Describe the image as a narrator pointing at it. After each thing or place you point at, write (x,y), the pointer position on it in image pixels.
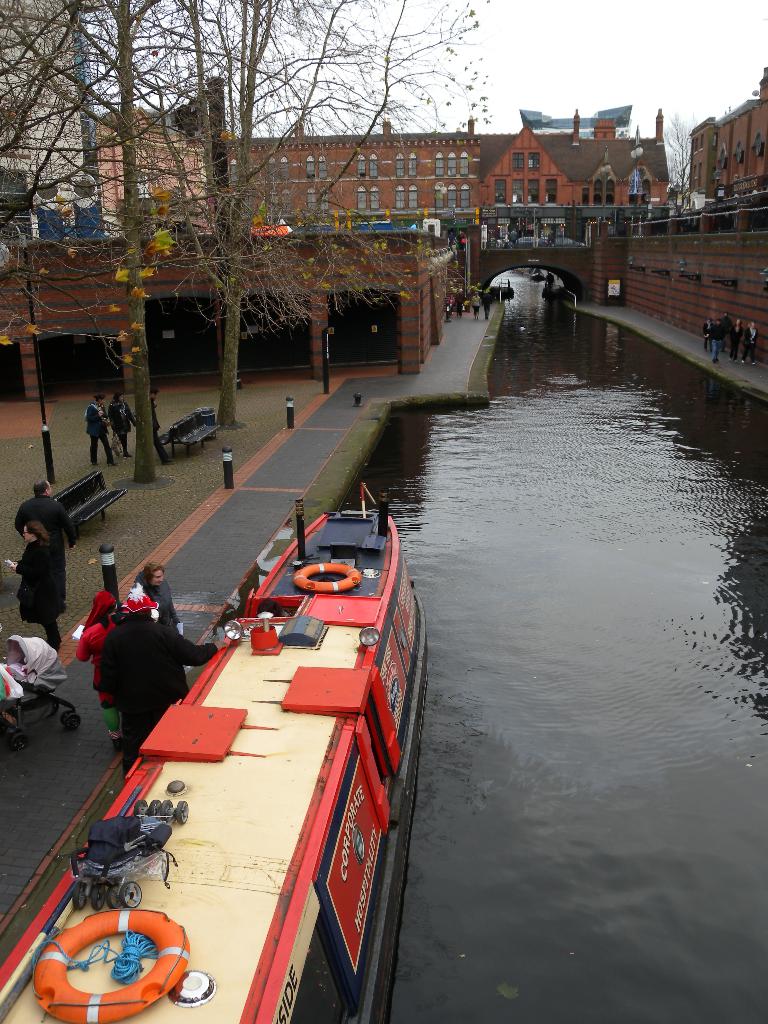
In this image I can see the boat (388,739) on the water (590,670). On both sides of the water (648,697) I can see many people (716,344) with different color dresses (143,645). To the left (87,509) I can see the benches (99,504) and trees (225,424). In the background (322,303) I can see the bridge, many buildings (49,298) and the sky (418,103).
